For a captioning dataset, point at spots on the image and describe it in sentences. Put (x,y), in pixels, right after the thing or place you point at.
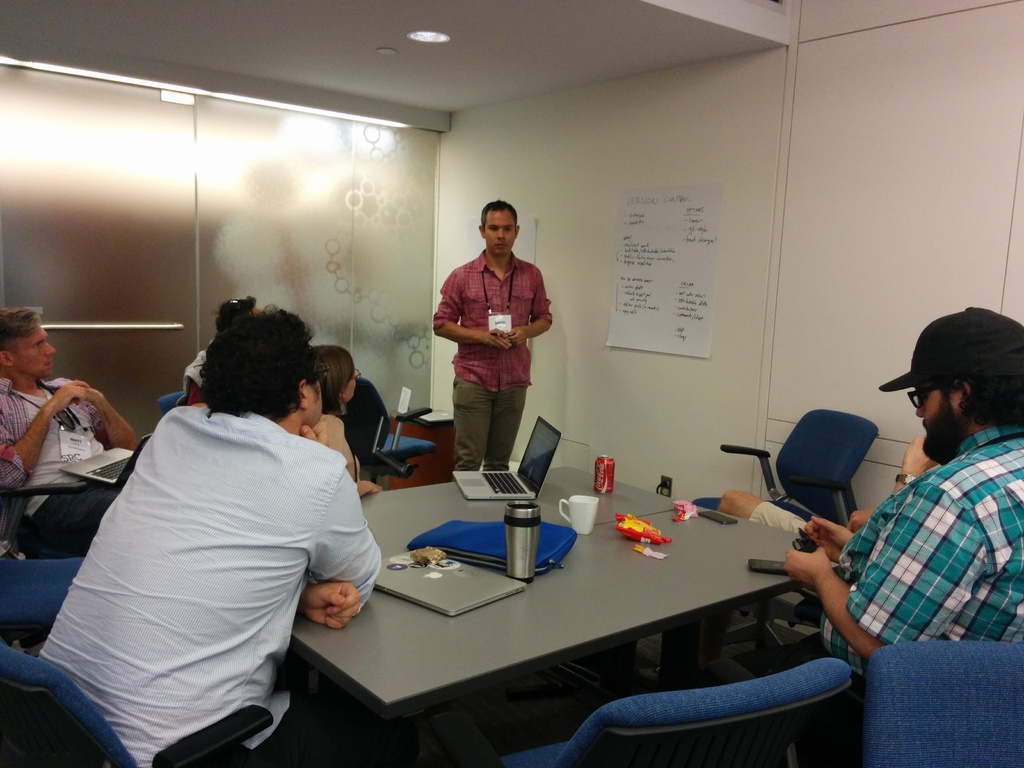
In this image I can see people (456,282) where one is standing and rest all are sitting on chairs (1001,734). I can also see a table (577,643), few laptops (542,433), a cup (583,516), a can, a blue colour thing (562,566) and few other stuffs (662,559). I can also see white colour thing (652,205) on this wall (688,154) and I can see something is written on it.
